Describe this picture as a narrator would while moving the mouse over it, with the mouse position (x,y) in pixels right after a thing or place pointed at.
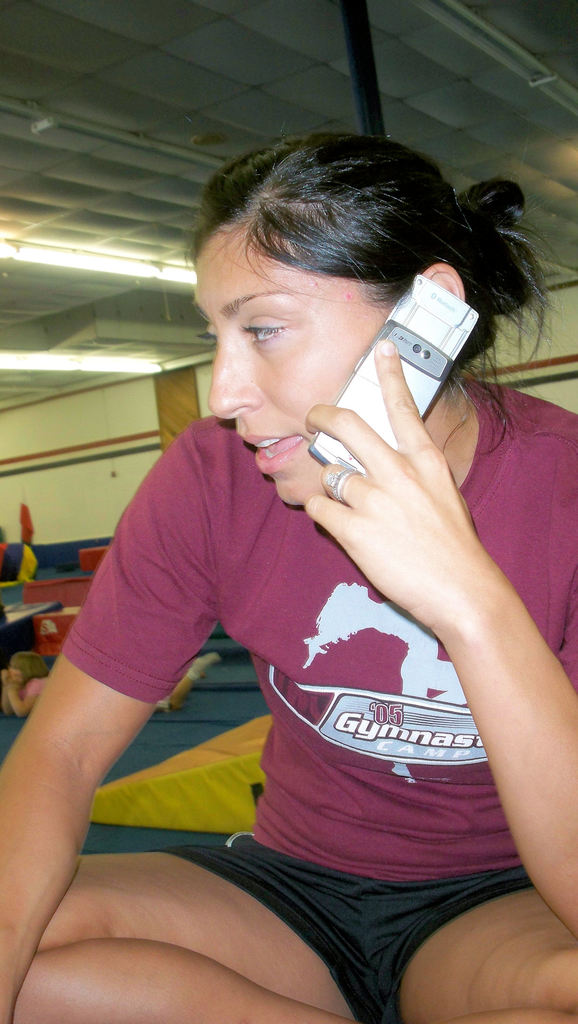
In this image there is a woman (253,521) who is holding the mobile phone (392,333) and talking. At the top (75,220) there is ceiling (83,200) with the lights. In the background (71,507) there is a wall (59,503). At the bottom (12,695) there is a girl (22,687) who is sleeping on the floor (4,725).
